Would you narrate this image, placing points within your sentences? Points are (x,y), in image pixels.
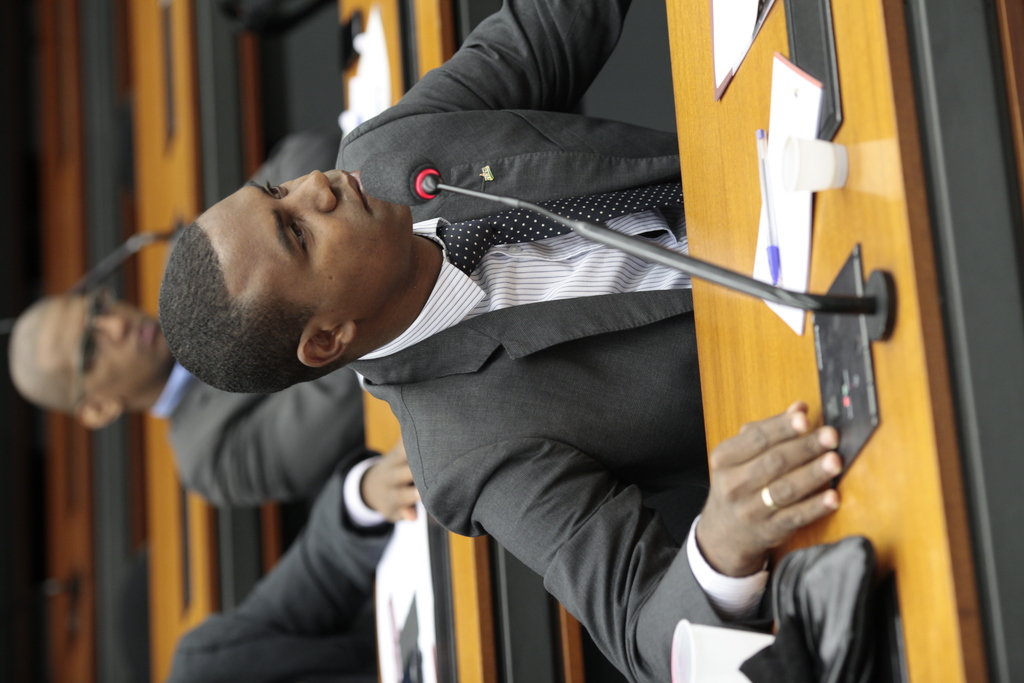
On the right side of the image (944,273) there is a table (756,165) with mic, papers (803,118), pen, cup (812,152), bag (803,594) and a glass (682,638). Behind the table (754,340) there is a man (513,228) sitting. Behind the man (510,331) there is a table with papers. Behind the table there are two people (220,492) sitting. In the background (106,521) there are tables (117,217).
